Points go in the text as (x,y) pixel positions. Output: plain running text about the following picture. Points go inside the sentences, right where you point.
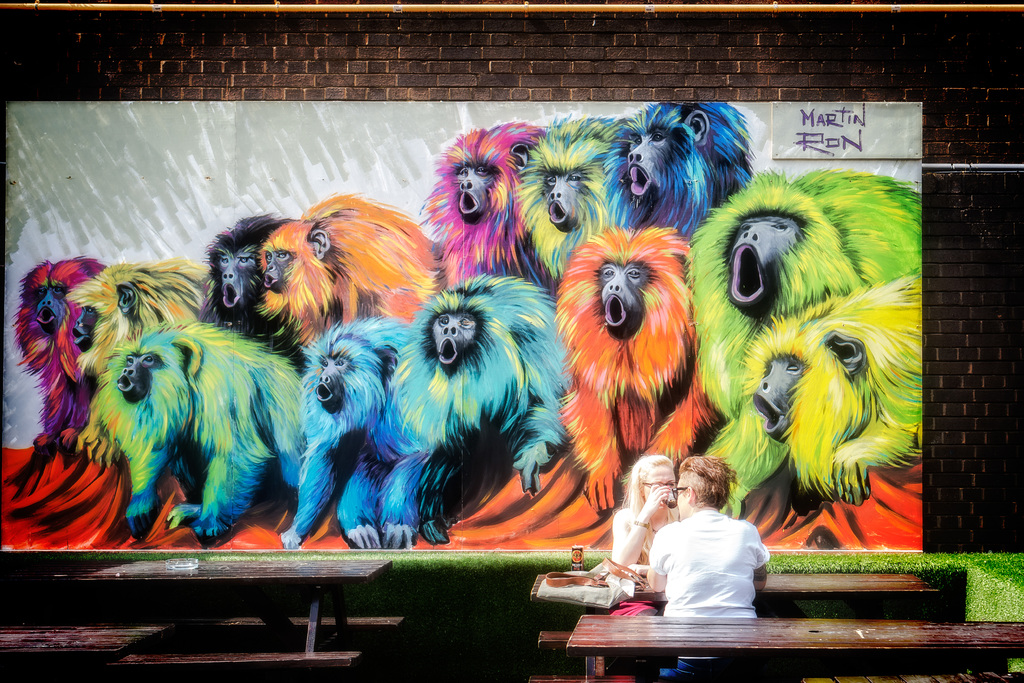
This image is taken outdoors. In the middle of the image (391,332) there is a wall (294,55) and there is a board (196,287) with a painting (427,298) on it. On the left side of the image (194,565) there is an empty table (320,573) on the ground (464,651). On the right side of the image (706,562) a man (726,555) and a woman (640,560) are sitting on the benches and there are a few things (609,590) on the table (882,577) and there is an empty table (724,631).
